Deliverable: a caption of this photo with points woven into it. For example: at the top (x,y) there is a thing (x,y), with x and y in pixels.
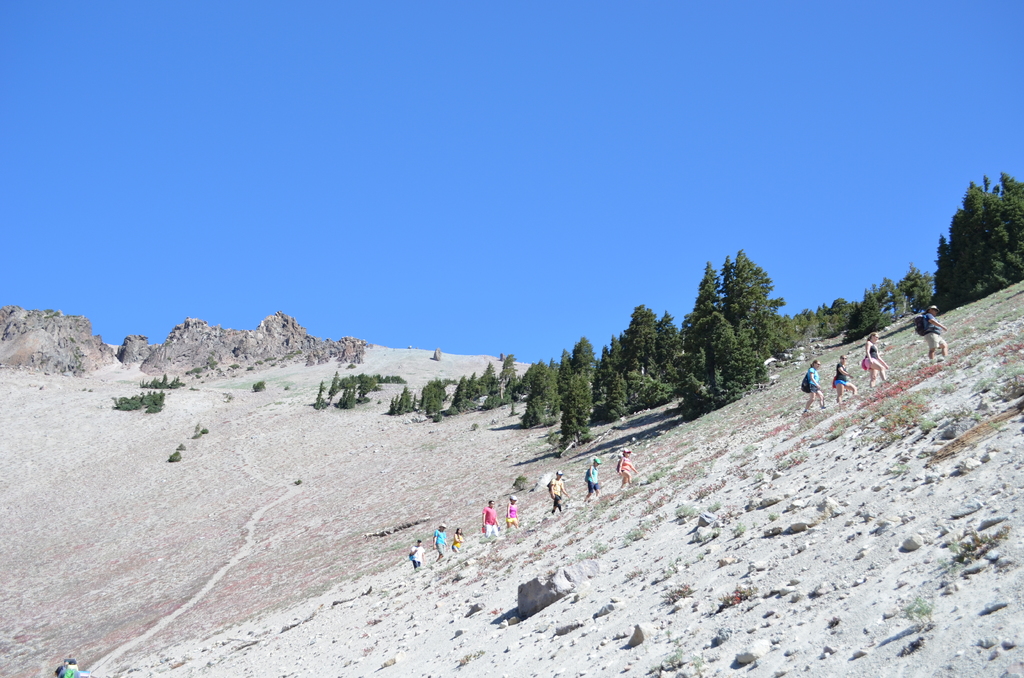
In this photo we can see the group of persons (635,468) were walking on the mountain (353,611). In the background (564,409) we can see the rocks (7,324), mountains (312,412) and trees (952,241). At the top (672,111) there is a sky (612,125). In the bottom left corner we can see a man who is wearing blue jacket (80,672) and bag (66,671).
